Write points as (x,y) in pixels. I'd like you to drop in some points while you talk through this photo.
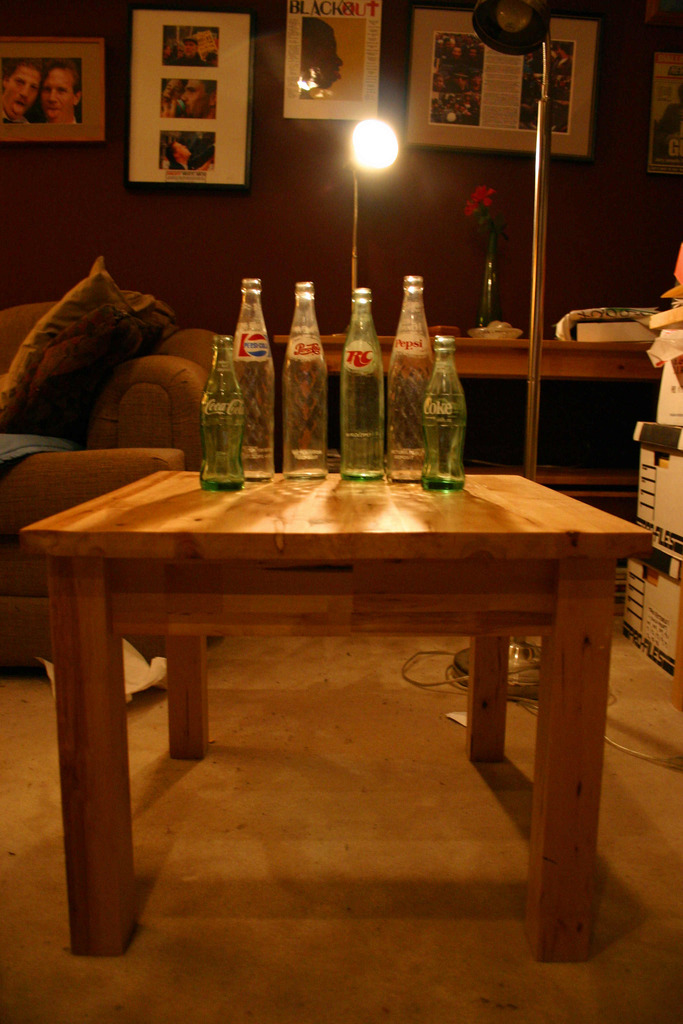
The image is taken inside the room (682,801). In the center of the image (381,496) there is a table (263,551) and there are many bottles (246,368) which are placed on the table (443,504). In the background (505,374) there is another table (545,355) and there are books (597,336), decors (514,329), a lamp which is placed on the table (460,350) next to it there is a sofa (117,369) and a cushion (89,386) on the sofa (108,410). In the background (162,295) there is a wall (104,198) and there are many photo frames (225,91) which are attached to the wall (399,86).
